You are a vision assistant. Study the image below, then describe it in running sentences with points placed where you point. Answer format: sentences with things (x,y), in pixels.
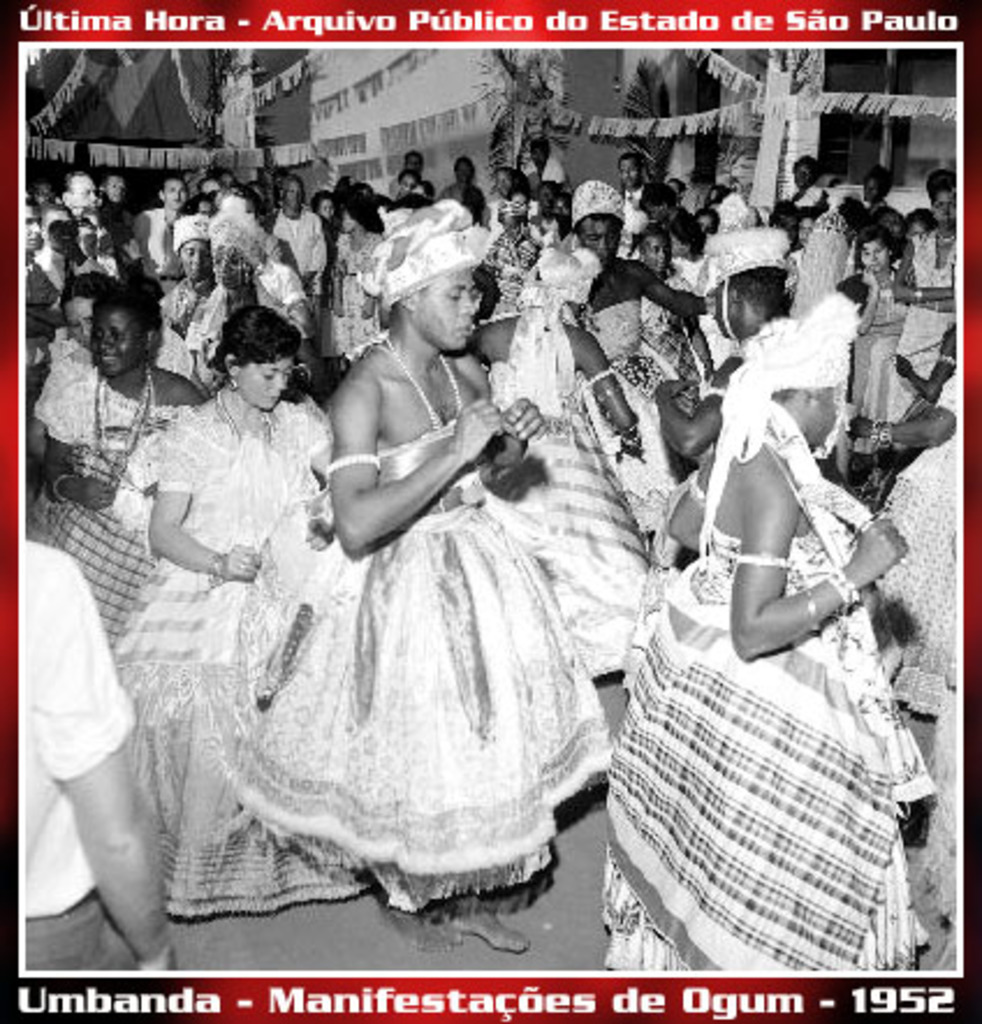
This is poster (415,904), we can see people (594,224) and flags (739,118). Something written on this poster (856,31).
